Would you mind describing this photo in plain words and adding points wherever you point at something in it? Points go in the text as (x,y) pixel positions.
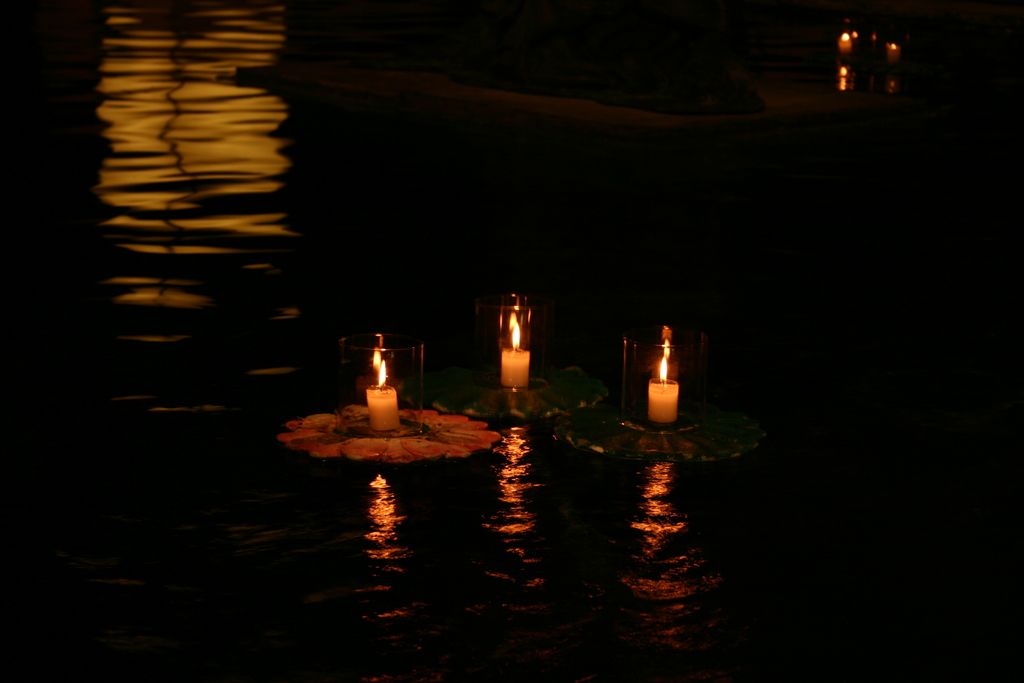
In this picture we can see there are candles (510,354) with flames (663,372) and the candles (507,367) are in the glass objects (493,376) and the candles (385,385) are on some objects (481,411). The objects (456,434) are on the water (483,496).
